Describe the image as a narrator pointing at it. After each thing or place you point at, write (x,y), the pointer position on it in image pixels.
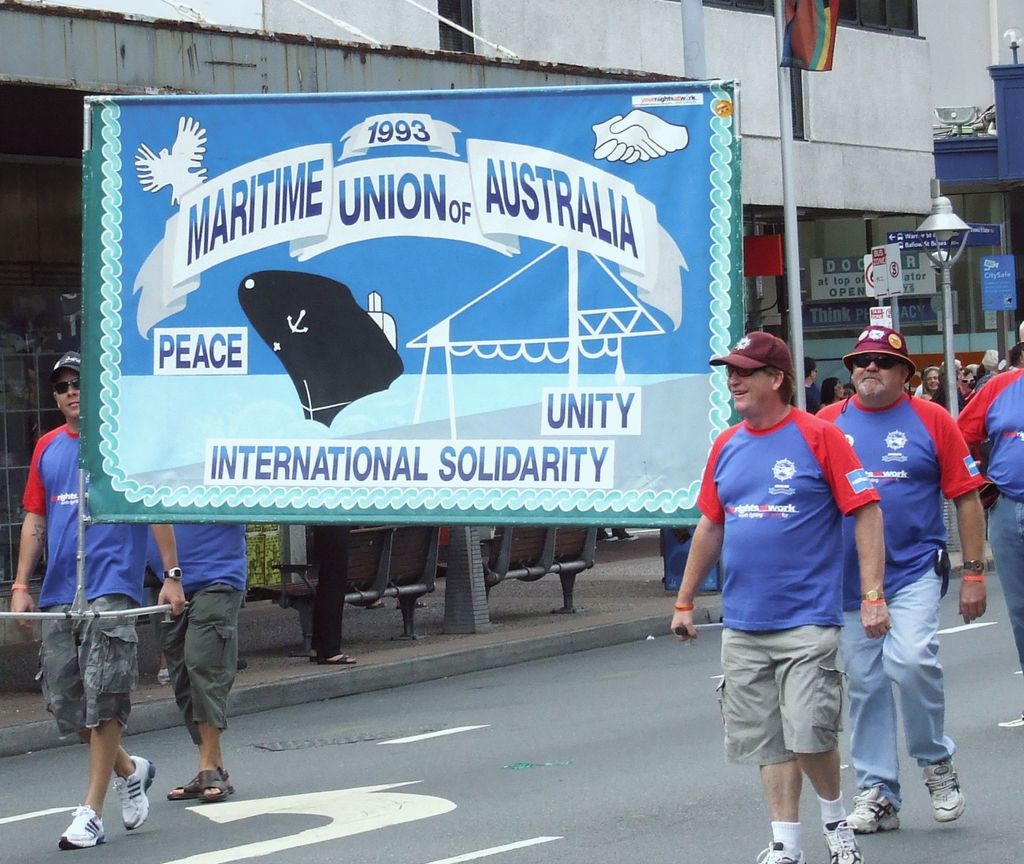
This is the picture of a place where we have some people (882,740) wearing same tops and holding the board (688,493) on which there is something written and also we can see some buildings (926,32), poles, boards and some other things (1015,39) around.
